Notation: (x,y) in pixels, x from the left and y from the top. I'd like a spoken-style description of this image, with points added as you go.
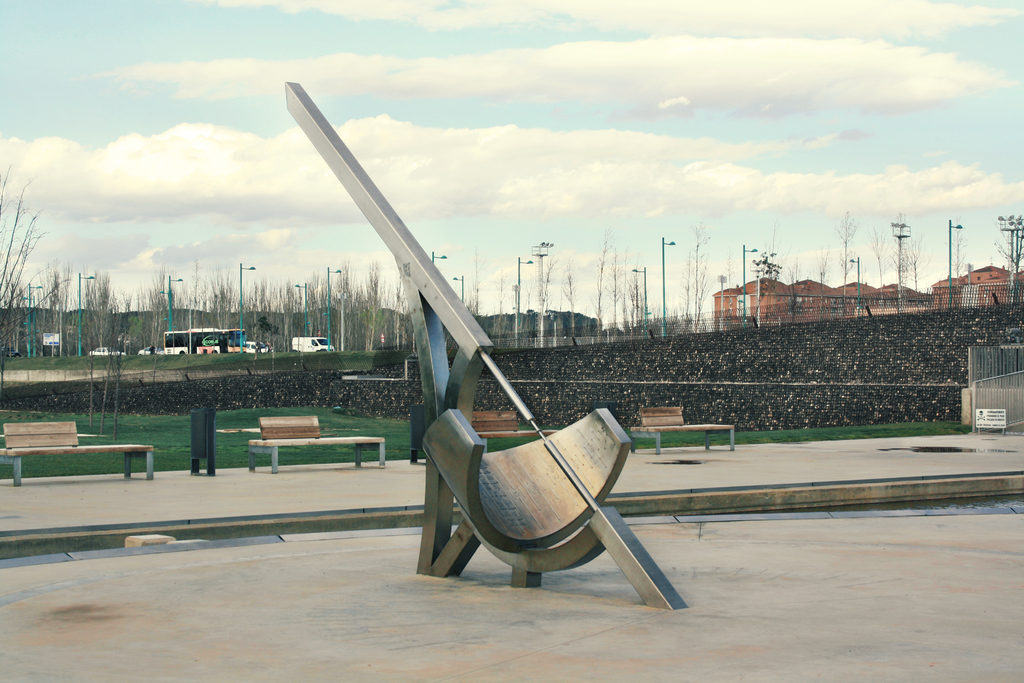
In this image, we can see a sculpture (445,380) in front of benches (45,444). There are vehicles (178,343) and some poles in the middle of the image (662,278). There is a building (785,296) on the right side of the image (983,291). In the background of image (753,76), there is a sky (566,55).
